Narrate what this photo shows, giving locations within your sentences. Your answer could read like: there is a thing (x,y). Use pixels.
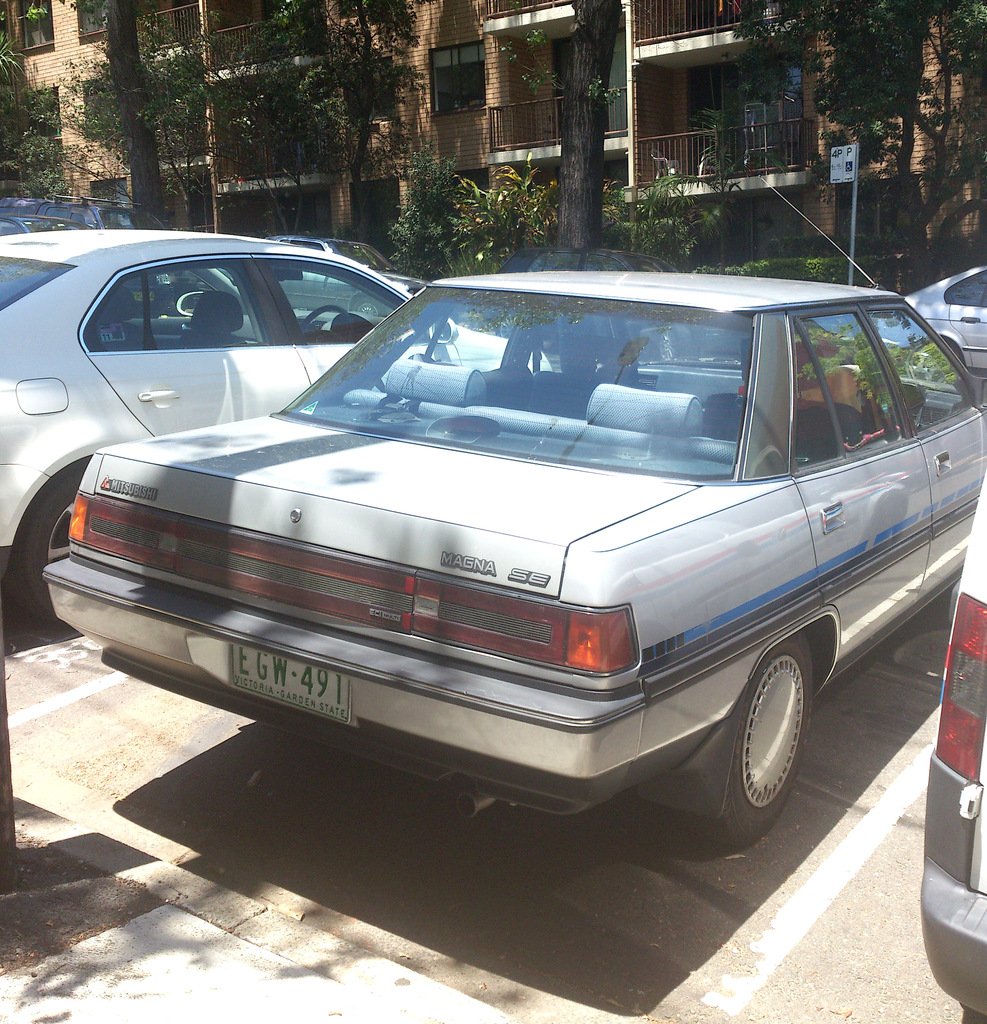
In this picture I can see there are few vehicles (393,628) parked here and in the backdrop (958,314) there are few other vehicles (578,256) parked here. There are plants (557,206), trees (354,60) and building (510,89).
